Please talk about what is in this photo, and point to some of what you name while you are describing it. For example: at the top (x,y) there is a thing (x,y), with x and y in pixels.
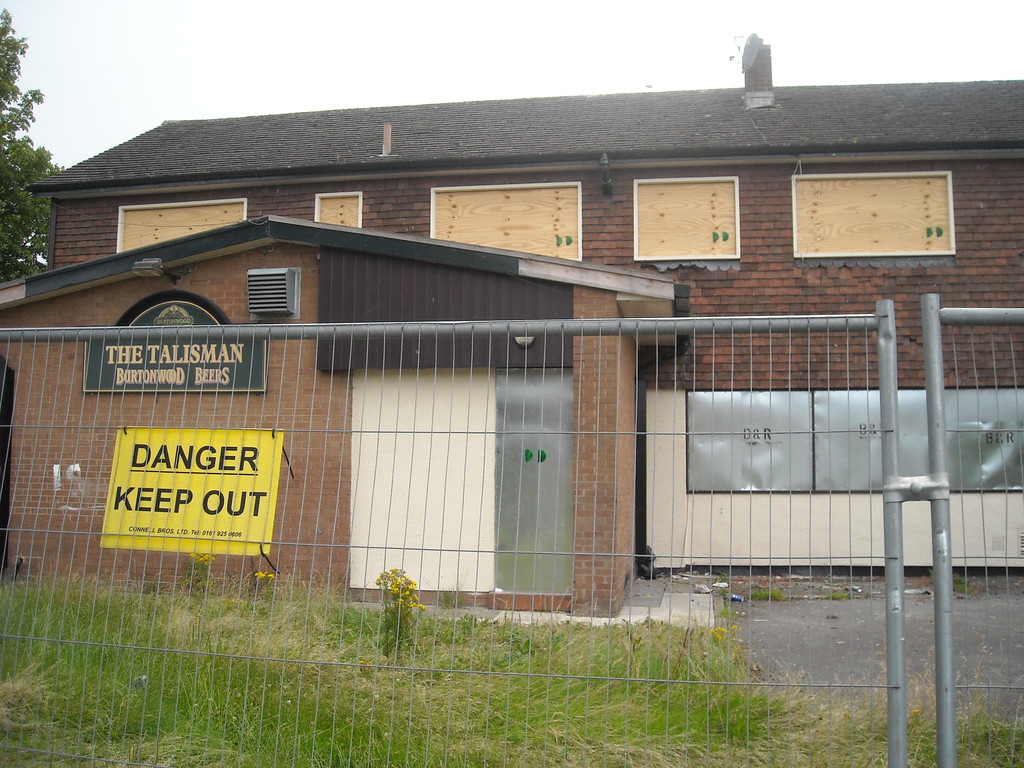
In this picture we can see a building (572,266) here, there is a caution board (271,453) here, at the bottom (235,698) there is grass (276,723), we can see fencing (847,620) here, on the left side (36,162) there is a tree (17,176), we can see the sky (55,136) at the top of the picture (234,54).
